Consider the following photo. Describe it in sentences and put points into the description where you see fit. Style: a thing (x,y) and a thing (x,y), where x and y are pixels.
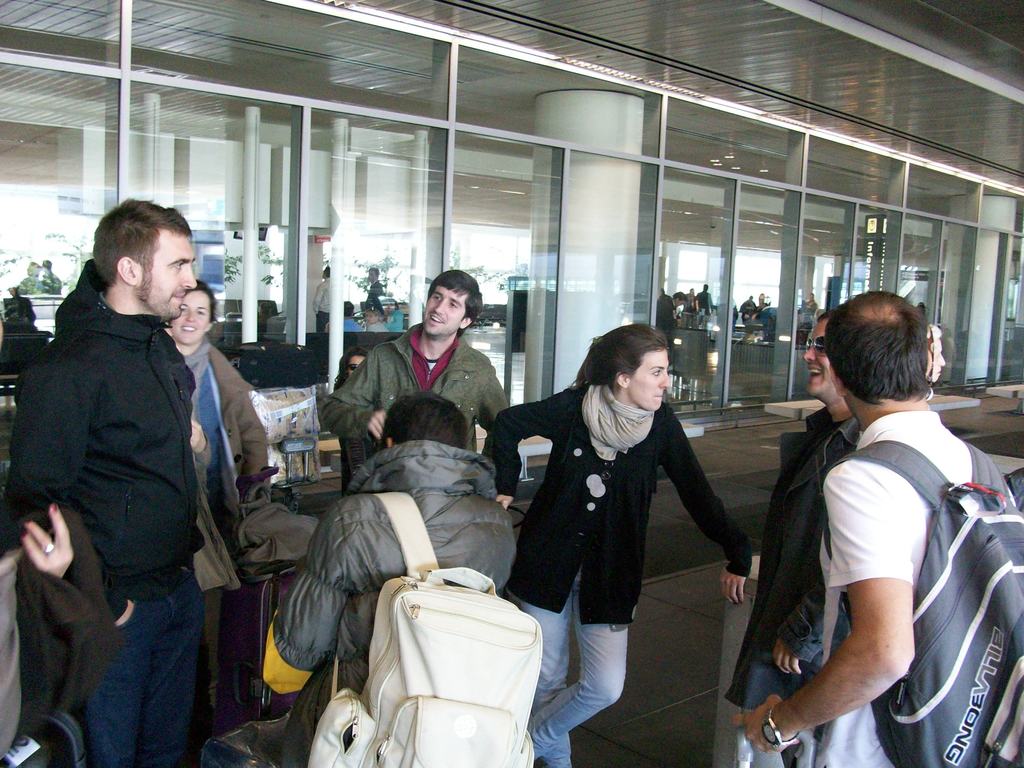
In this picture we can see some people (493,504) are standing, two persons (835,531) in the front (970,610) are carrying bags (533,683), there are glasses (759,280) in the middle (481,277), from these glasses (319,209) we can see leaves (363,281) and some people (378,282).
